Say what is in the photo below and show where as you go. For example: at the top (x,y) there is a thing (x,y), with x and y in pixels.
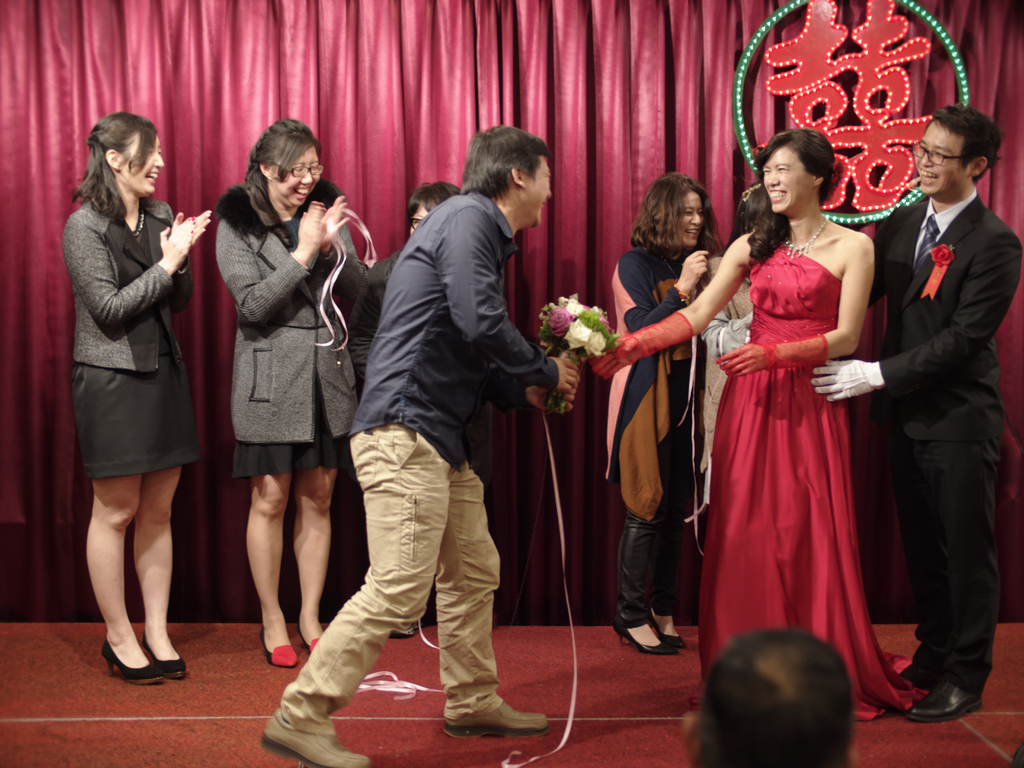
In the foreground of this image (450,427), there is a man (428,424) standing holding flowers (578,325) and giving it to a woman (793,335) in red dress (791,384). Behind her, there is a man (939,363) standing. We can also see women (267,292) standing and clapping in front of a red color curtain (373,39). On the right (835,71), there are lights (855,68). At the bottom (773,706), there is a head (774,720) of a person (733,720).
